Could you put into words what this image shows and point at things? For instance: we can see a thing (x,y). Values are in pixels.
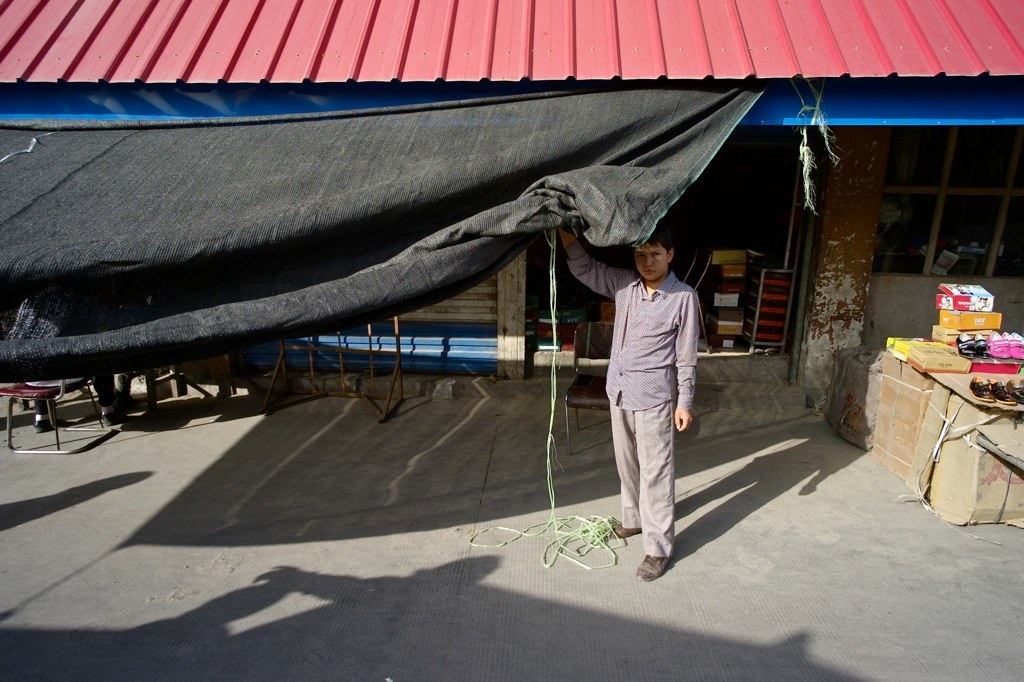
In this image there is a man (662,313) tent cloth (637,240), in the background (768,328) there is a shop (721,331), on the right side (1009,449) there are boxes (1003,419) on above the boxes (960,364) there are footwear (996,339).
